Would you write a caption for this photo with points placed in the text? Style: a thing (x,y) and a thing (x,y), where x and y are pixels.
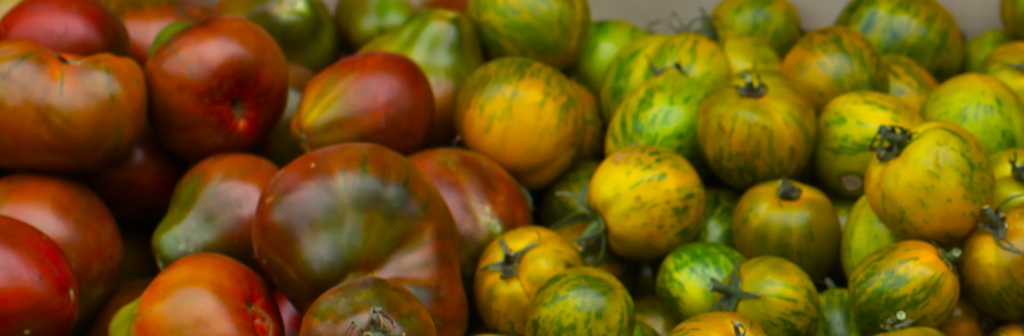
In the center of the image (627,208) we can see tomatoes (419,278), which are in green, yellow and red color.
